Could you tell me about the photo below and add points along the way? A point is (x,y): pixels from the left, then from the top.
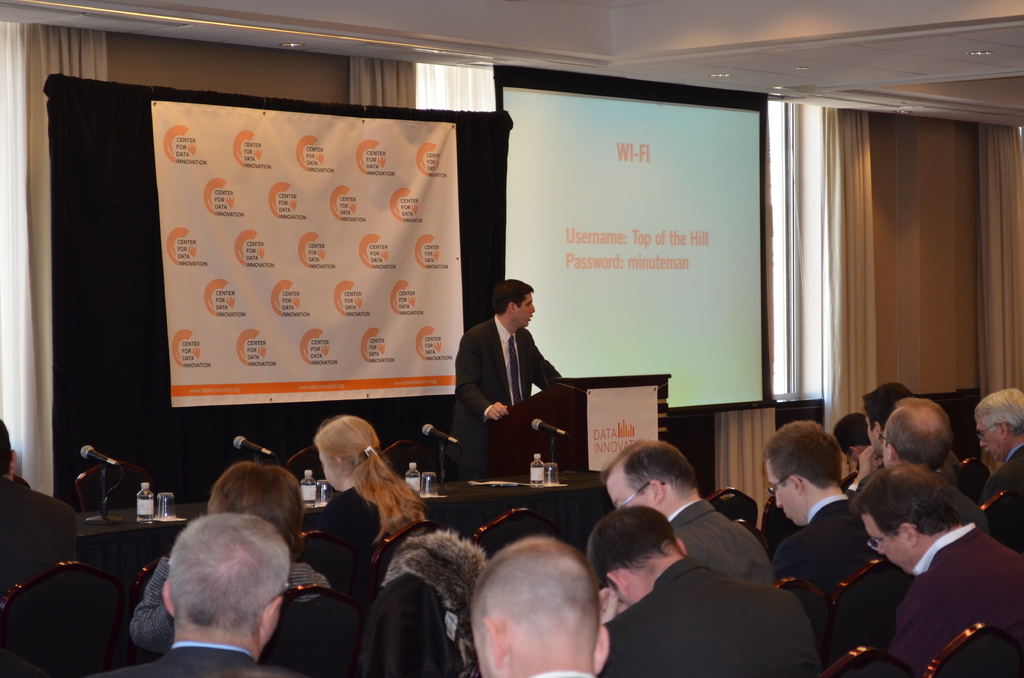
In this image, we can see a group of people (898,648). Few people (898,648) are sitting on the chairs (28,607). Here a person (541,384) is standing near the podium (566,401) with sticker (620,404). Here there is a desk (108,541) covered with cloth (160,529). Few things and objects (100,516) are placed on it. Background (954,223) we can see a banner (347,244), screen (679,273), wall (942,227), curtains (55,127).
